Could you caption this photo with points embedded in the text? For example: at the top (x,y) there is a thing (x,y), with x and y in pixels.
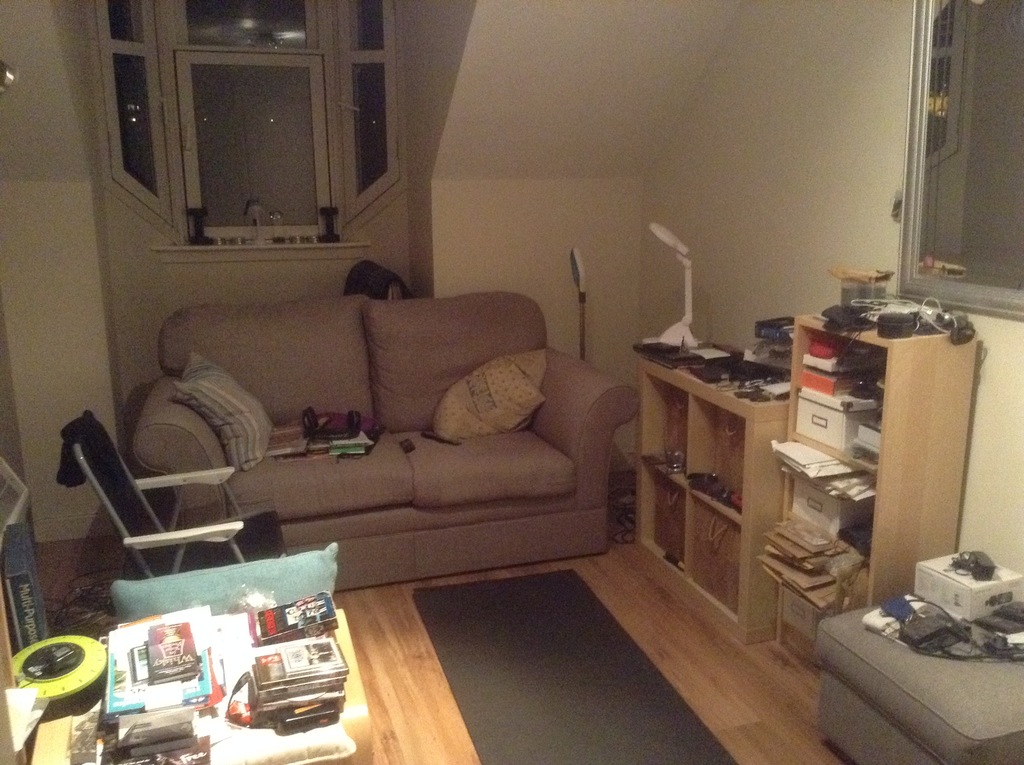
In this picture we can see the inside view of a room (520,410). This is sofa (368,387) and there is a rack (655,546). Here these are some books (124,640) on the table (219,672). And there is a wall (595,119).
